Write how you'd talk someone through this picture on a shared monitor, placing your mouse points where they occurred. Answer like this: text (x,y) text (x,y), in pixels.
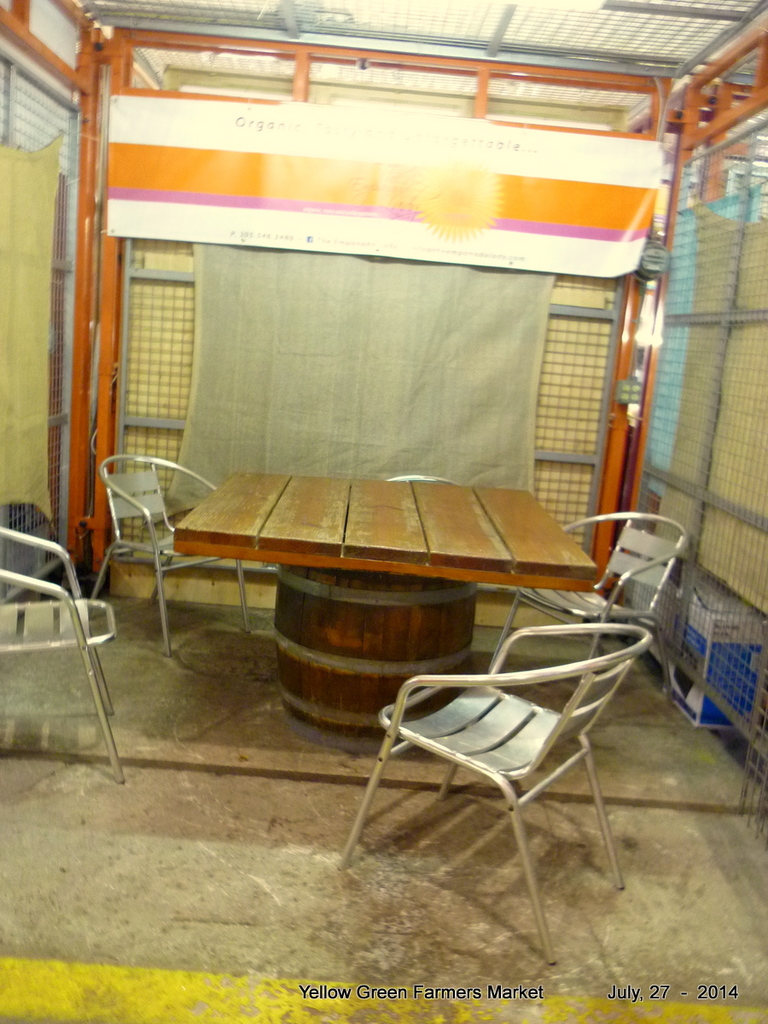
In this picture we observe five metal chairs (143,487) are around a wooden table (346,571) and in the background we observe a fence (158,420).
